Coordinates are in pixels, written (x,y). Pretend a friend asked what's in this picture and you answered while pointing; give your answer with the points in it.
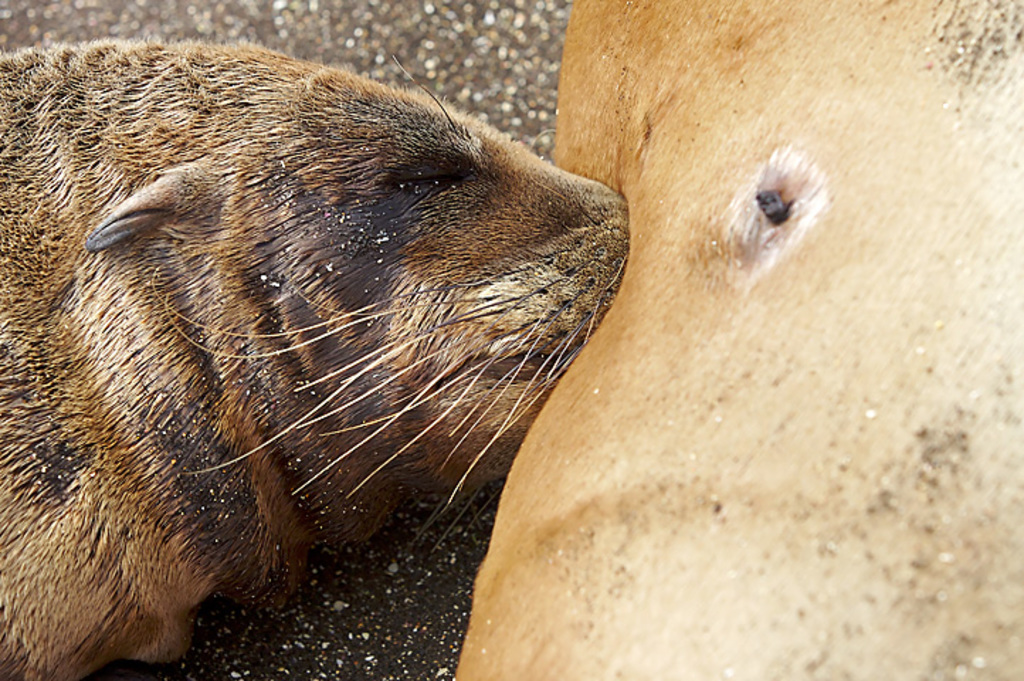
In this picture there is a seal (555,226) lying on the floor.
